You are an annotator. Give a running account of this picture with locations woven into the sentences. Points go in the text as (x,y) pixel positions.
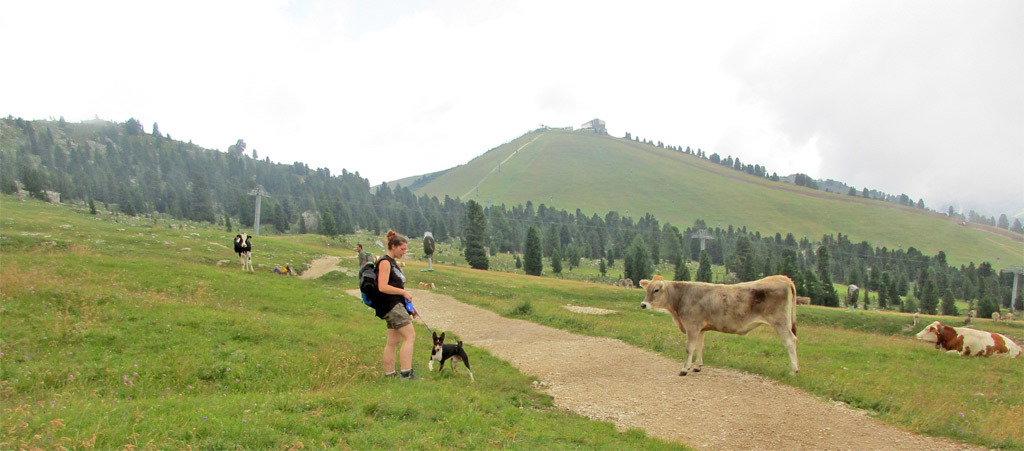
In the center of the image (386,288) we can see a woman (403,342) is standing and she is holding a belt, which is tied to the dog's neck (435,354). And we can see she is wearing a bag (365,296). In the background (755,99), we can see the sky (607,102), clouds (688,136), hills (610,172), trees (446,224), grass (178,341), cows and two people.
